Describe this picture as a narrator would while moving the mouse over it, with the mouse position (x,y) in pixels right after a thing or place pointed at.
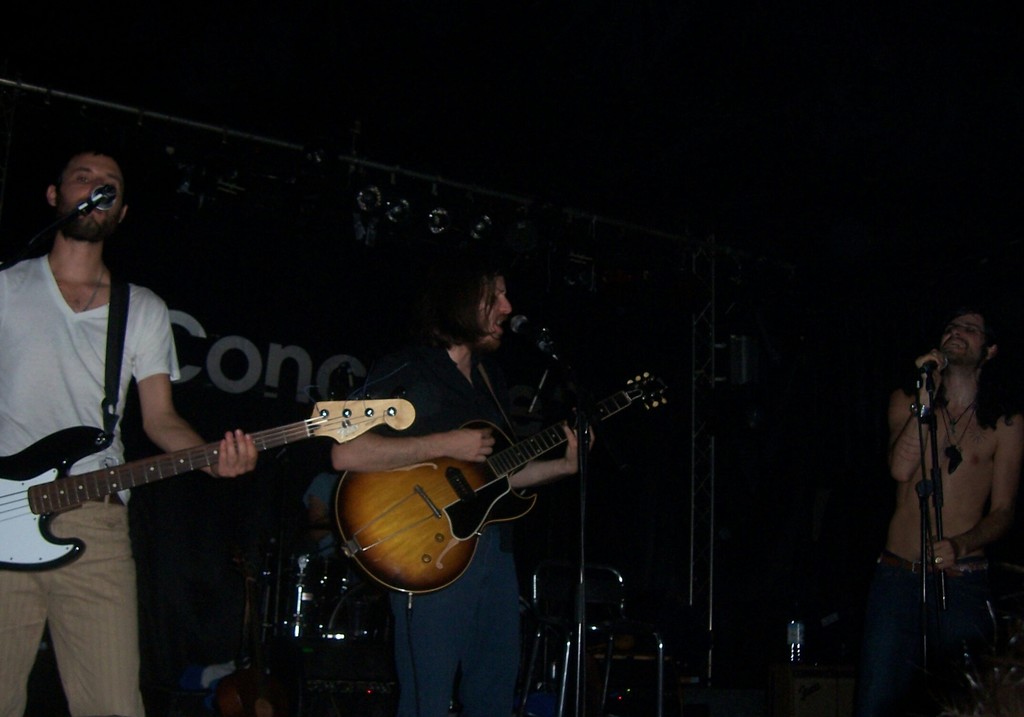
In a musical concert two men (460,368) are playing the guitar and one is singing.
